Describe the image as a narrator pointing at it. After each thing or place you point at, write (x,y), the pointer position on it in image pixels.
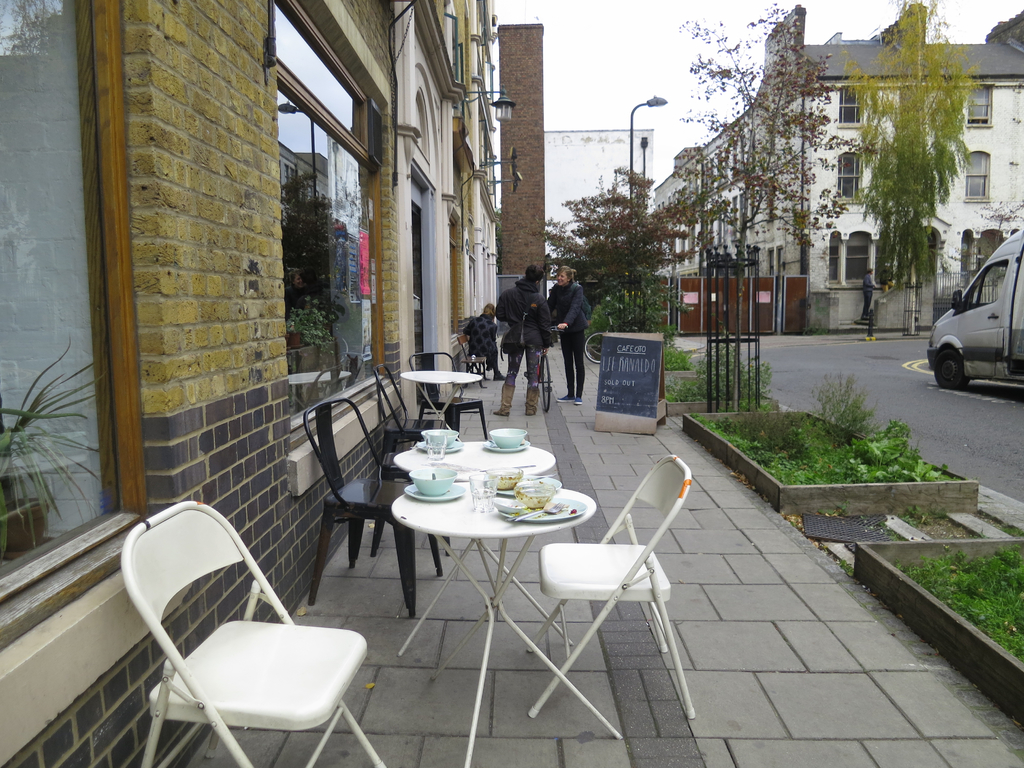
In this picture we can see couple of chairs (363,520) and tables (524,528), and we can see couple of bowls (435,486), glasses (483,504) on the table (457,524), in the background (505,400) we can find few people (520,337) are standing on the pathway (578,438), besides to them we can find a hoarding (612,393), and also we can find couple of buildings (591,136) poles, trees (634,226) and a vehicle (997,333).
